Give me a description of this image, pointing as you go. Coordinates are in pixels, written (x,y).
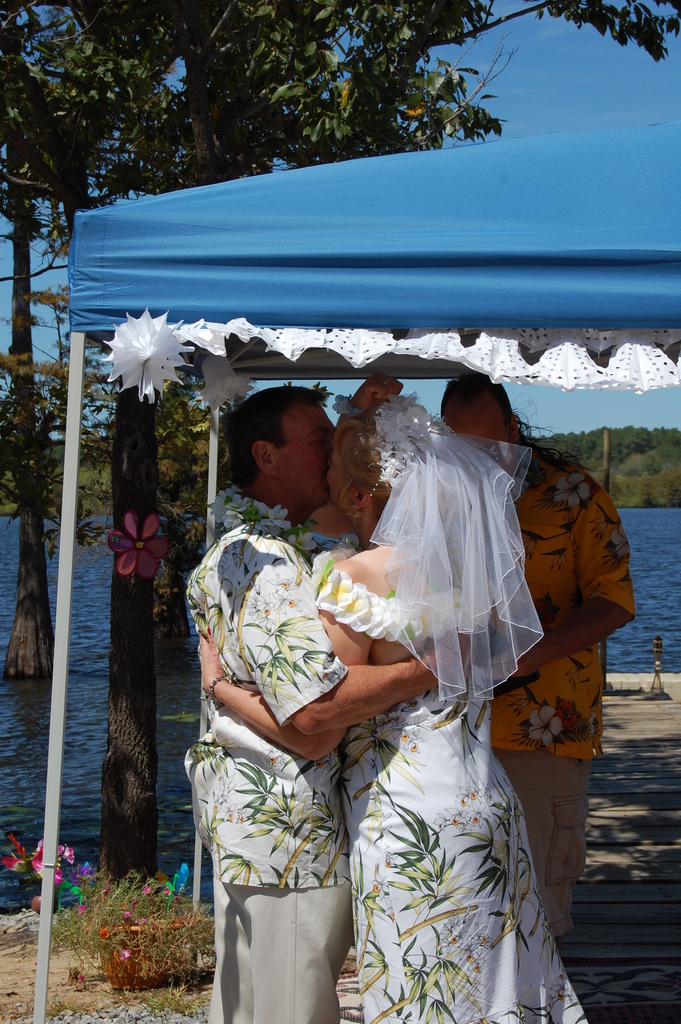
In this image there is a couple (443,563) kissing under the tent (677,243), beside them there is another man (528,472) standing and also there is a lake (66,730) and trees (25,101).
